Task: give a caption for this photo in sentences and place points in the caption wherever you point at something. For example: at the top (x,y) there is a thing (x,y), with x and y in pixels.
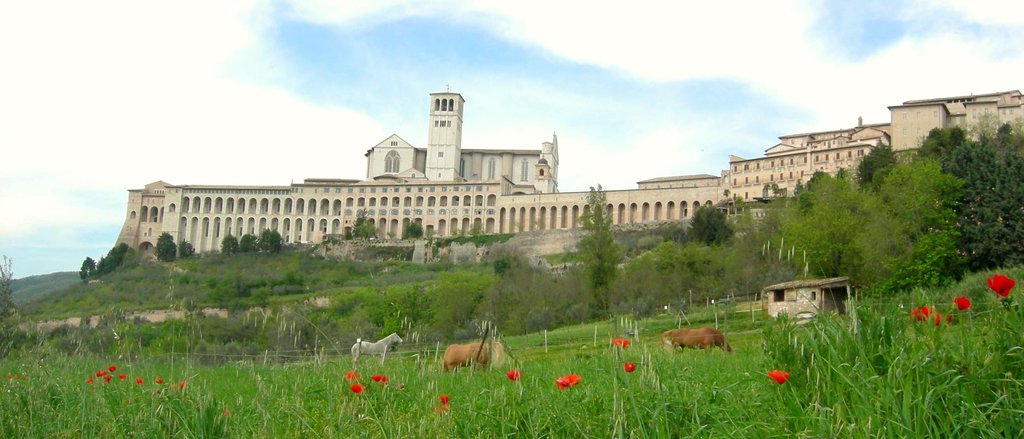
In this image I can see flowers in red color, background (361,339) I can see few animals (382,348) in brown and white color. Background (725,281) I can see trees (711,279) and plants (686,276) in green color, buildings (572,197) in cream and white color, and the sky (293,46) is in blue and white color.
